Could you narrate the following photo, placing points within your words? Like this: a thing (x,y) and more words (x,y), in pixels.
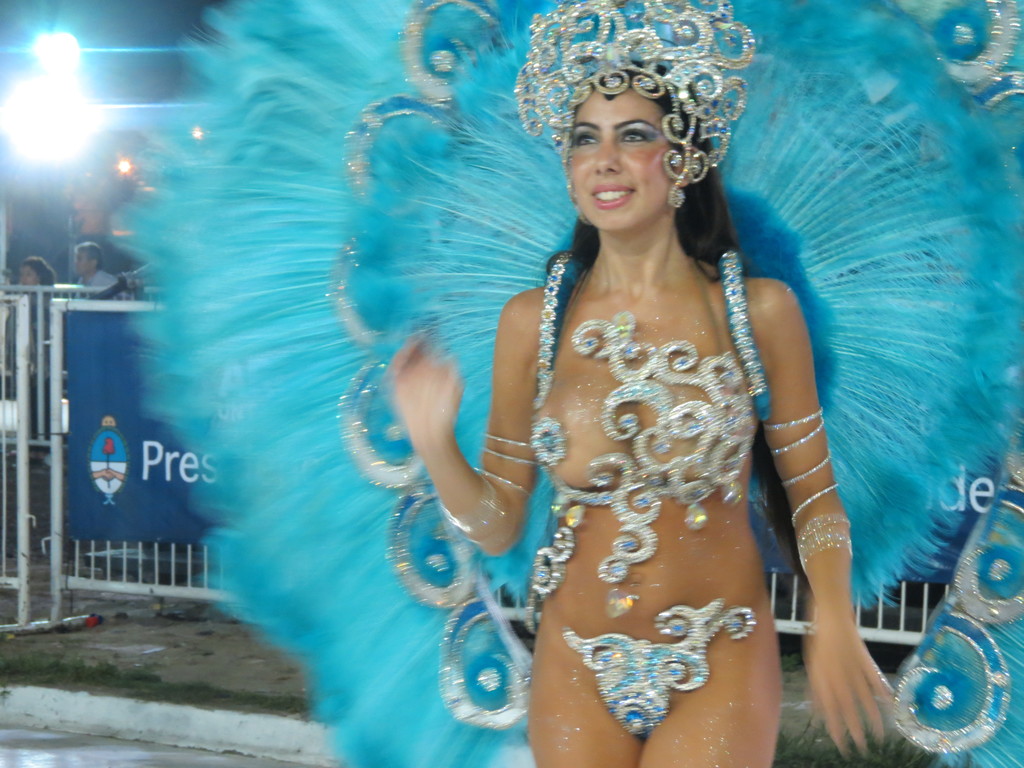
In this image we can see a lady (671,466) wearing the costume (813,249). We can see few barriers (136,450) in the image. We can see an advertising board (149,494) in the image. There are few people (35,269) at the left side of the image (90,262). We can see few lights (58,125) at the left side of the image (57,158).
